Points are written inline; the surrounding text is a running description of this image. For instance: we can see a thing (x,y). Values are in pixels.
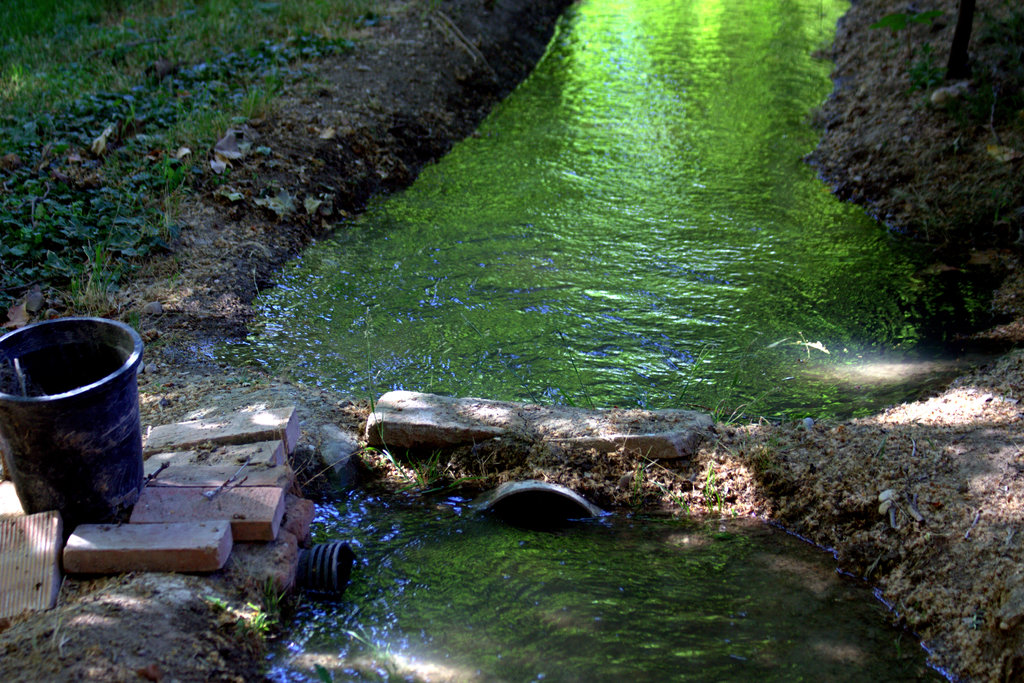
In this image I can see a container (97,462), bricks (155,449) and grass (251,43) on the left (126,533). There is water (584,366) in the center (573,343).
